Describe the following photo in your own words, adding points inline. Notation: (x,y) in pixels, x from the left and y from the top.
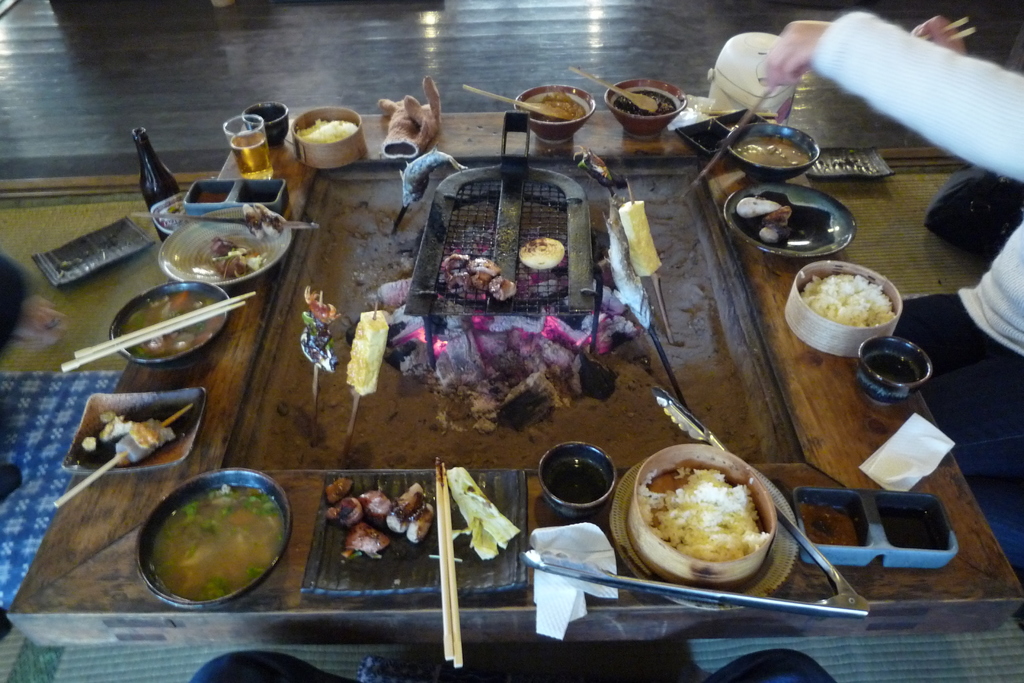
In this image I can see a table (899,408) with bowls (628,122), plates (798,188), sticks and spoons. In the center of the table (845,421) I can see a barbecue (510,303) with a mesh (528,288) on which I can see some food (501,278). I can see beverages (239,162), and glasses (258,134) and food (737,551) around the table (488,142) and a hand glove (405,142). I can see a person (842,34) sitting on the right hand side of the image (944,303) he is holding a stick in his hand (790,79).
